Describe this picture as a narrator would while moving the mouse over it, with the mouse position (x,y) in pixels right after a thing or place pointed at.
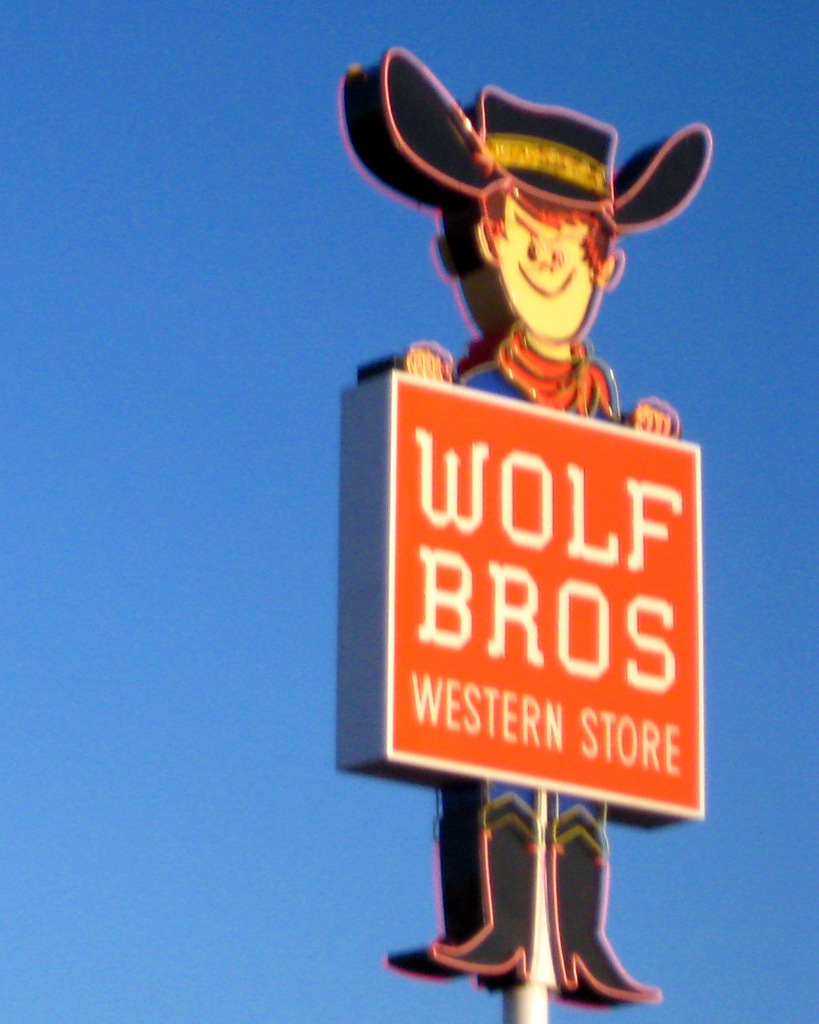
This is a picture of a sign board (505,877) of some "wolf Brothers western store".
